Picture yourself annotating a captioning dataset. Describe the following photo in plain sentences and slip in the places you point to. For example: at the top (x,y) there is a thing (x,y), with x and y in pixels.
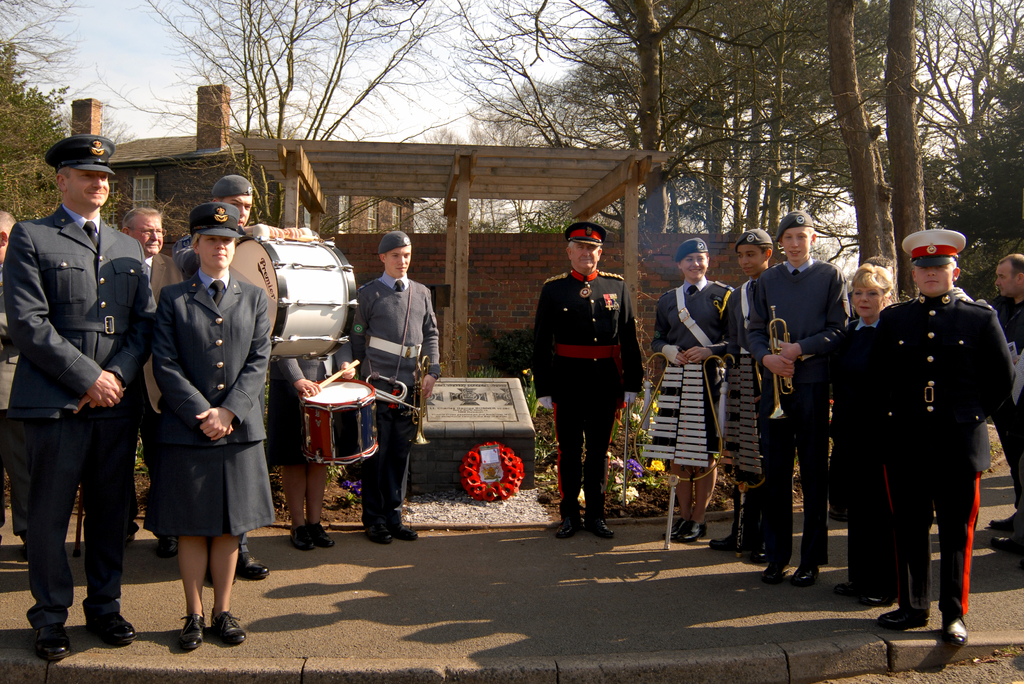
In this picture there are people (968,464) standing, among them few people (785,357) holding musical instruments (342,432) and we can see memorial stone (469,444), flowers (475,487) and plants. In the background of the image (734,187) we can see shed (302,160), building (172,143), trees (992,233) and sky (539,78).
